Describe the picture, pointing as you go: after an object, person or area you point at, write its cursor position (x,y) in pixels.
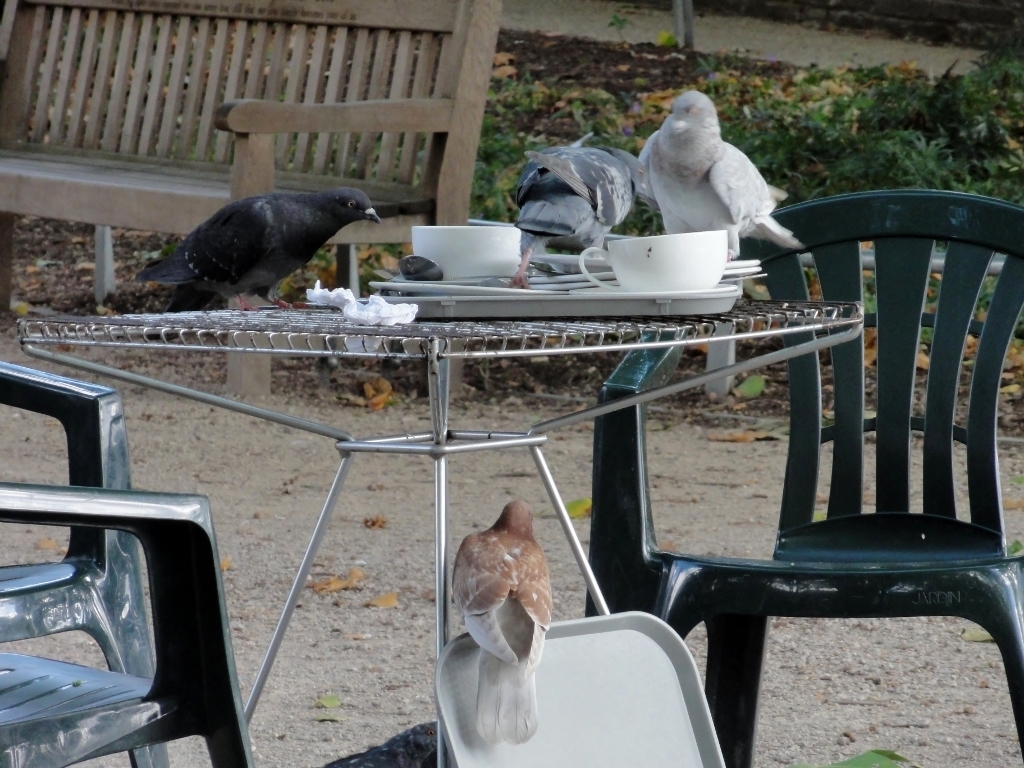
In this image we can see three chairs (806,521) and one table (442,412), there are four birds (602,186) eating something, we can see two cups (519,238) and a plate (546,276) on the table (443,354), in the background (229,188) there is a bench (220,126) and we can also see some plants (929,104) here.
